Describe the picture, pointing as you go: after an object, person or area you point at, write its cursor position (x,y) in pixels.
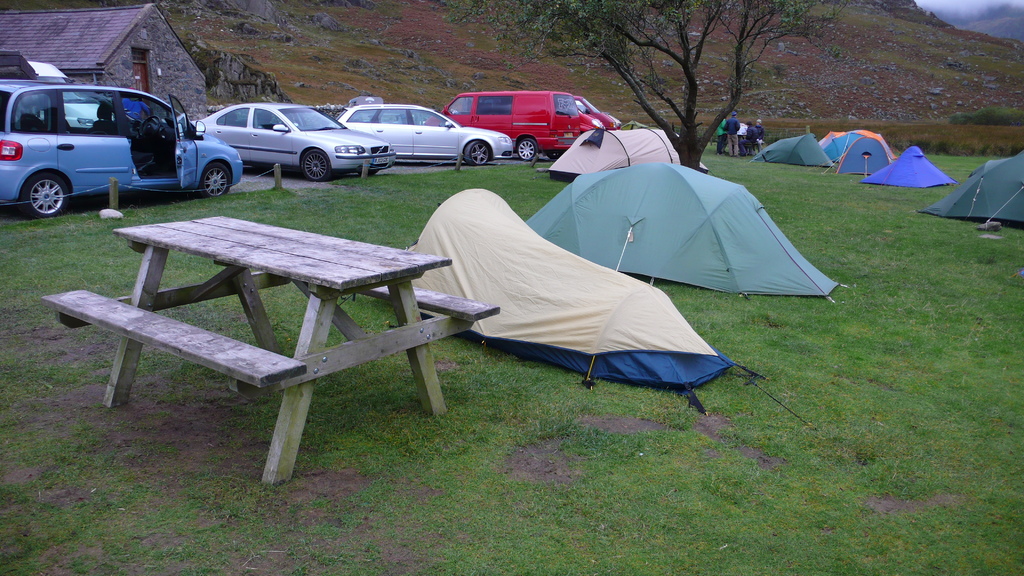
In this image i can see a bench (357,340) and few tents (715,218). In the background (505,132) i can see few vehicles (370,132), a house (166,69), few people (721,126) standing, a tree (726,106) and a mountain (370,35).
